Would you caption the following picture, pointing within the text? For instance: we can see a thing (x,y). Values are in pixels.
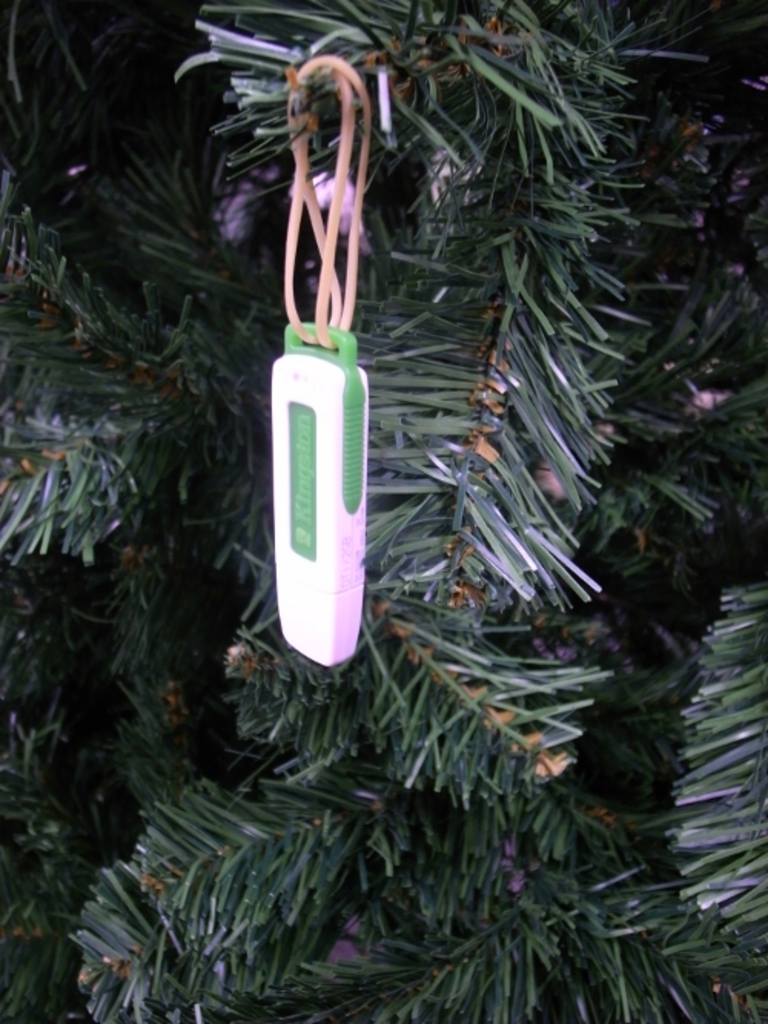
Here we can see a pen drive (333,336) tied to a tree (326,107) with a thread (297,197).
